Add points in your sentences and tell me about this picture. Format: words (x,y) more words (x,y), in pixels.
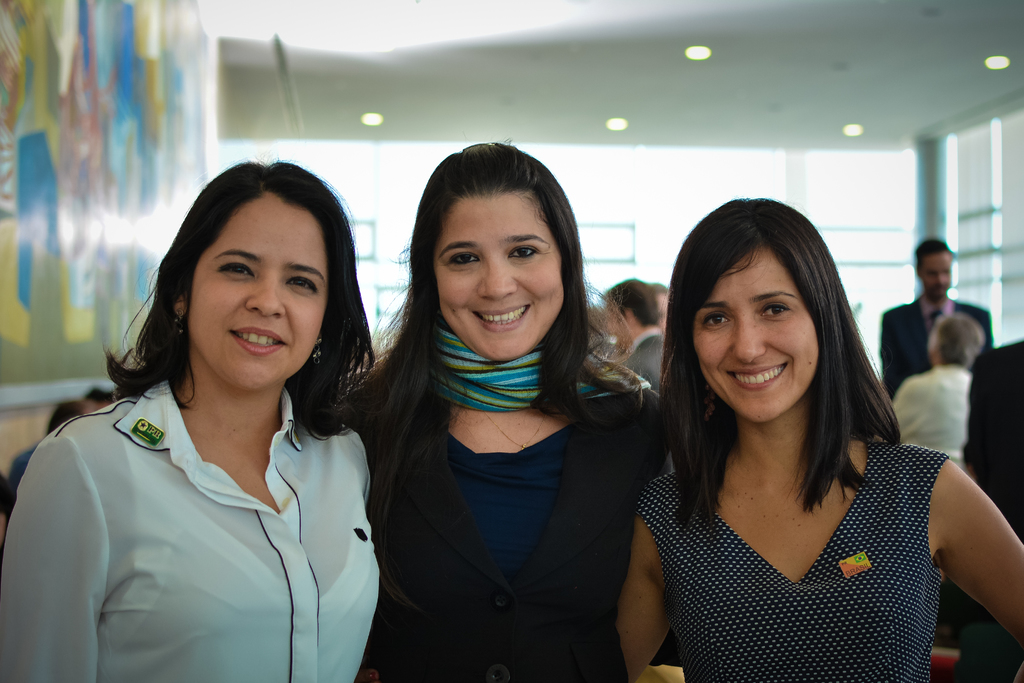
In this image in the foreground (649,444) there are three ladies (819,433). They all are smiling. In the background (904,324) there are few people (882,361). On the wall (37,148) there is a painting (64,172). On the roof (581,83) there are lights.
